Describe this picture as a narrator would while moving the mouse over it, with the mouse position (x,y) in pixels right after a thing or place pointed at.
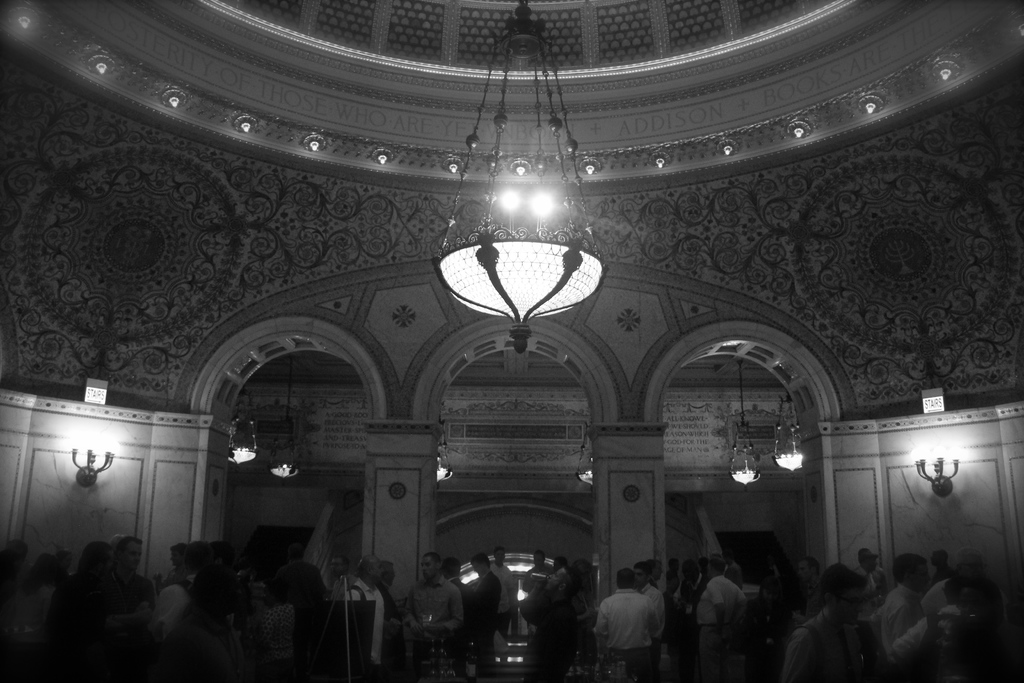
This is a black and white image. This image is taken inside a building (179,226). There are many people (134,579) at the bottom of the image (429,590).
